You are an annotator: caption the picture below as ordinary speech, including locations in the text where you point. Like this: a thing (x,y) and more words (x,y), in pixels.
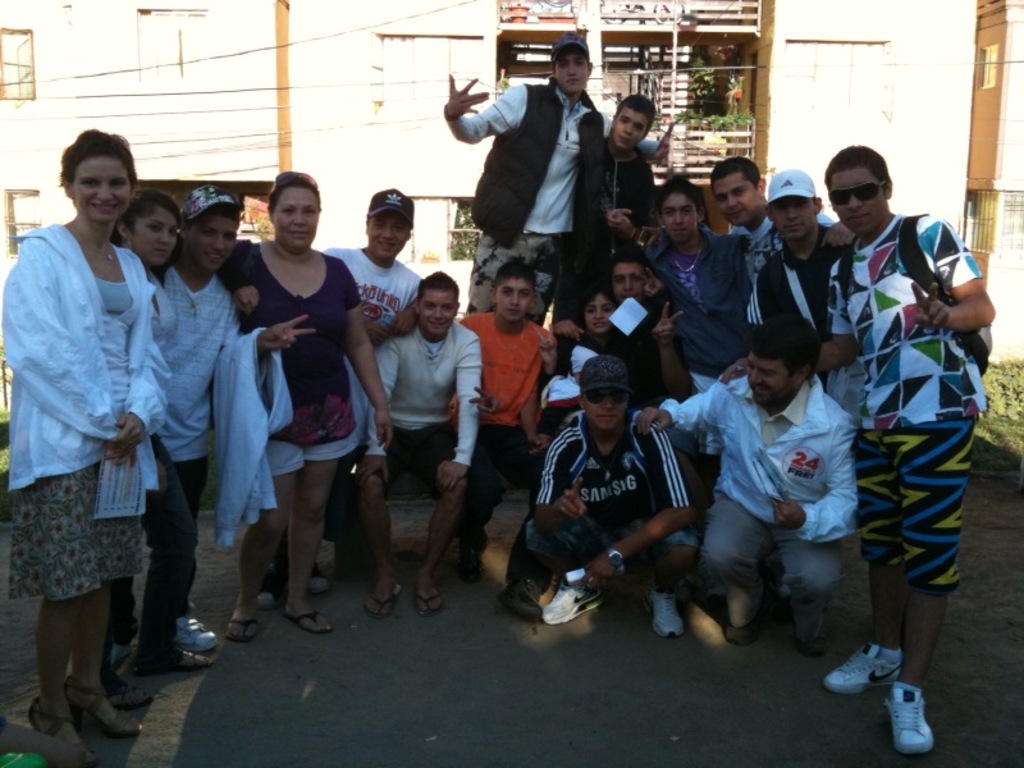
In this image there are group of people (704,426) some of them are standing, and some of them are sitting on their knees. At the bottom (809,665) there is walkway (847,710) and in the background (3,65) there are some houses (321,132), poles (289,143), wires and some plants (991,457).
